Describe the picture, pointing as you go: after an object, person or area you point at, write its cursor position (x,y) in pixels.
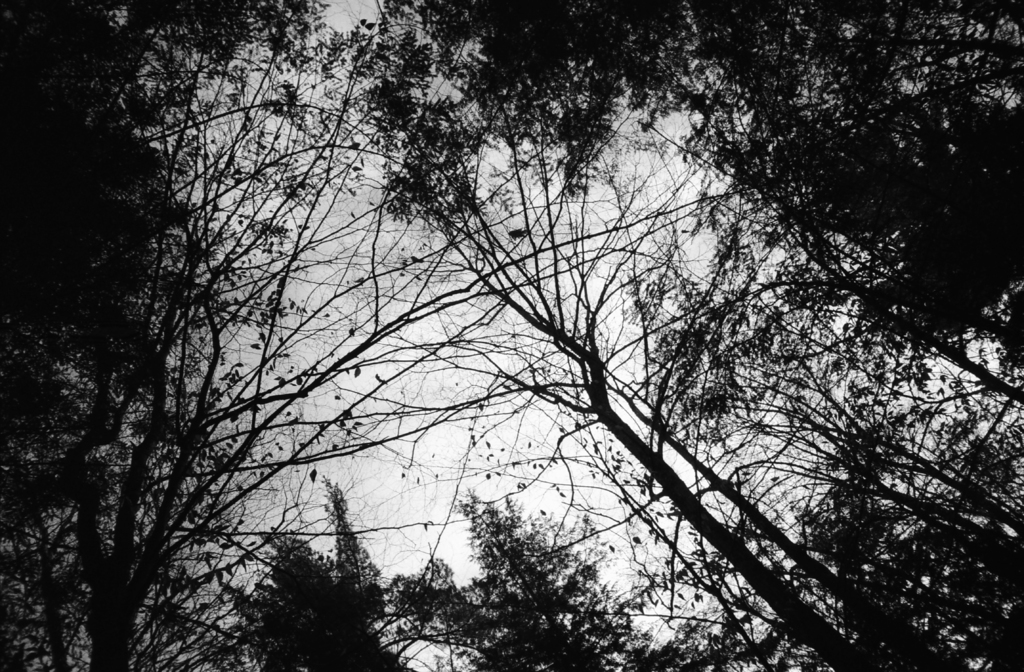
In this image we can see a few trees (540,594) and sky (363,300) in the background (483,159).
